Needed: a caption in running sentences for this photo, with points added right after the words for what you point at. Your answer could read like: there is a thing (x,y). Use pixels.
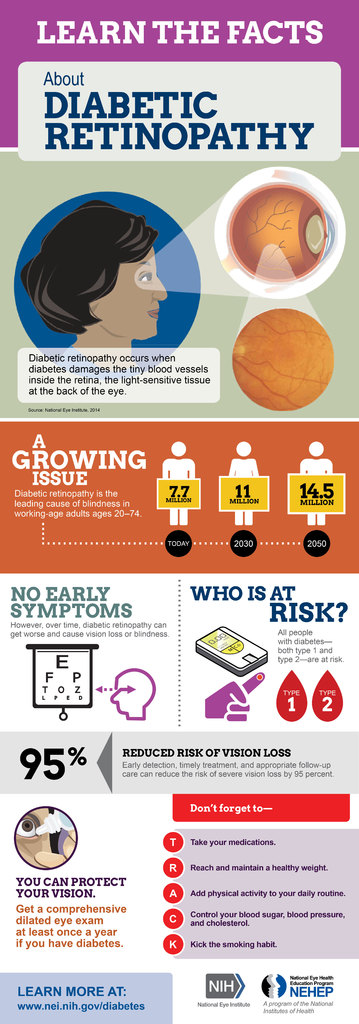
In this image we can see a poster (139,629) with some text (167,375) and images (203,233).
